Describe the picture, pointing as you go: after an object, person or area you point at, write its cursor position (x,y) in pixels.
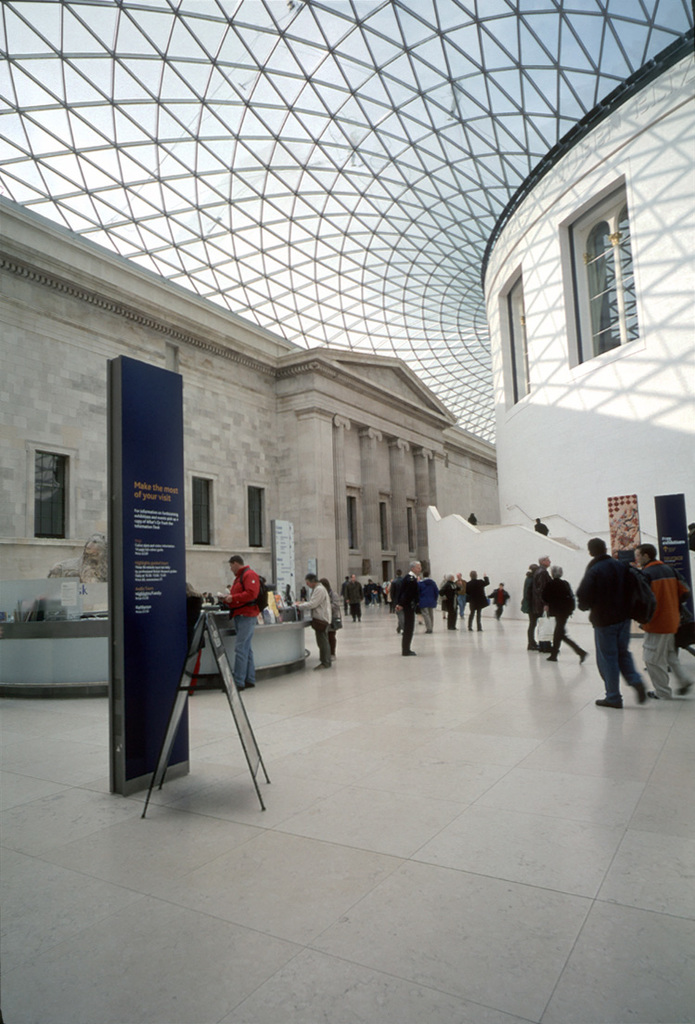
In this image we can see a building (352,500) with windows (263,499), roof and pillars (402,538). We can also see some people (456,598) standing on the floor (362,650) under a roof (355,228). On the left side (135,402) we can see a board (186,629) and a stand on the floor (294,789).
